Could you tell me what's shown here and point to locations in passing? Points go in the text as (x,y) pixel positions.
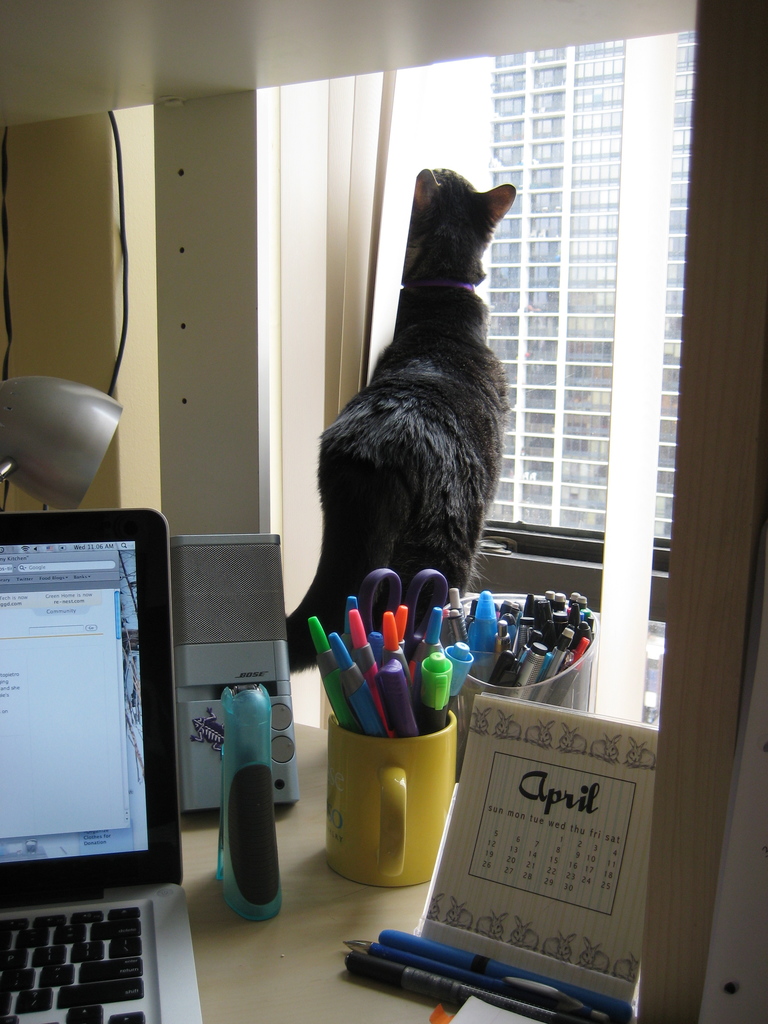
On the table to the left side (117,854) there is a laptop (120,893), and to the right side (575,899) there is a calendar (551,914) and pens (478,955) in front of it. And in the middle (384,668) there is a stapler (265,804), a cup (347,807) with many pens (408,699) in it and a speaker (259,598). And to the left corner (62,425) there is a lamp (71,414). And in the middle (438,347) there is a cat (455,267) looking outside the window (525,310). Outside the window (534,269) there is a building (576,279).
